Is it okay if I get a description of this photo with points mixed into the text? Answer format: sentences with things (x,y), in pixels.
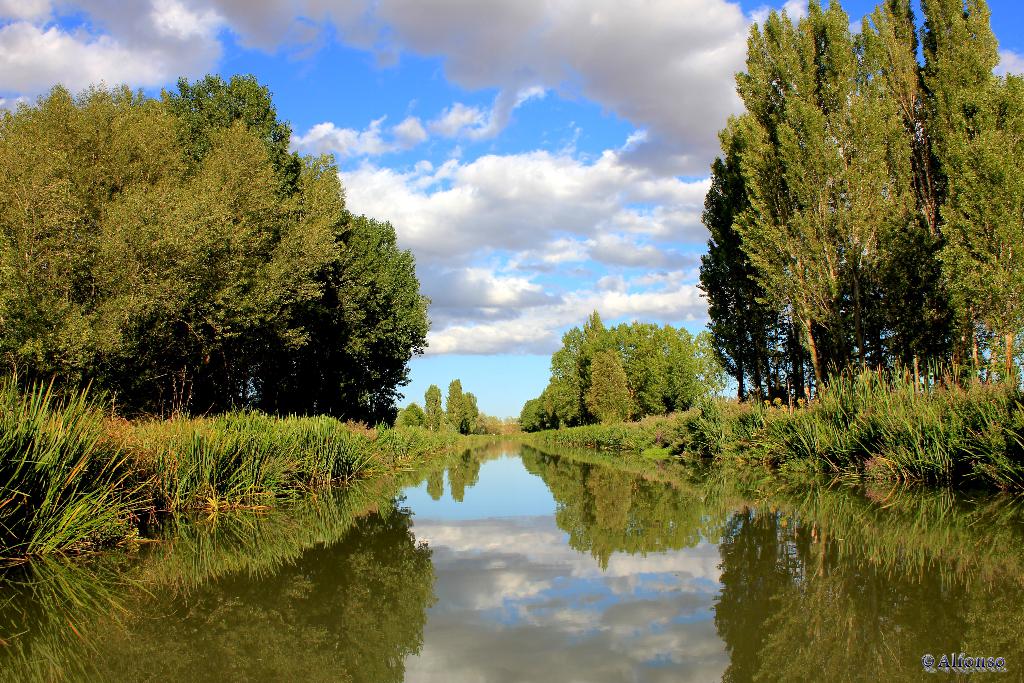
We can see water (698,674), grass (1003,414), trees (447,422) and sky (484,258) with clouds (539,33). In the bottom right side of the image (976,658) we can see text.
